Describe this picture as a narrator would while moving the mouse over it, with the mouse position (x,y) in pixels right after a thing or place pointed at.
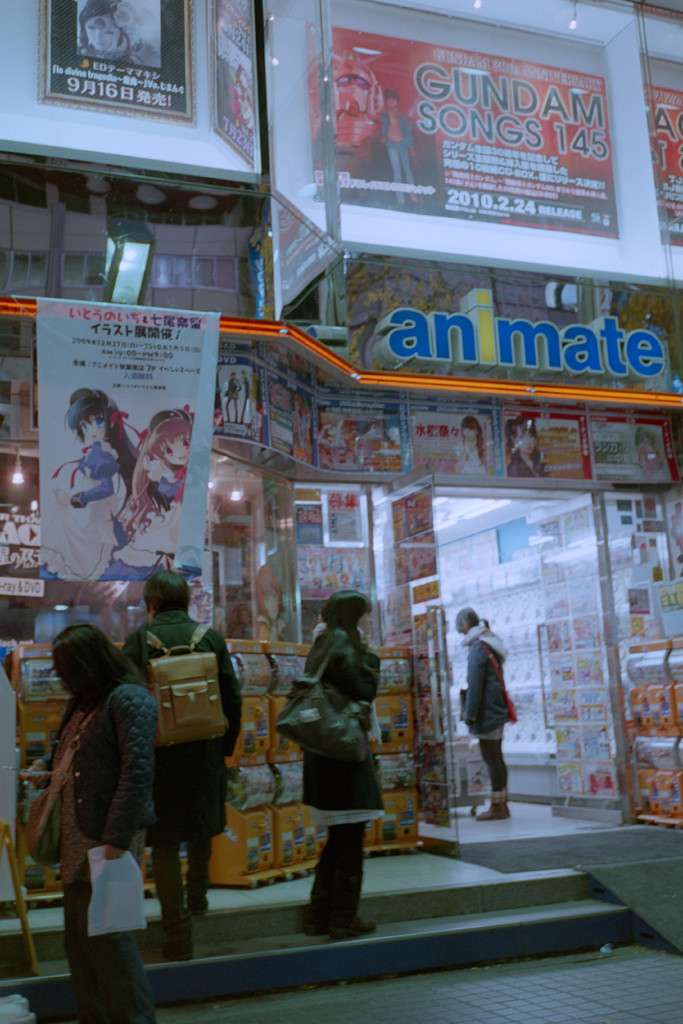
In the center of the image (315,600) there is a store (72,562). There are many people (81,1013) standing on the staircase (419,899).
